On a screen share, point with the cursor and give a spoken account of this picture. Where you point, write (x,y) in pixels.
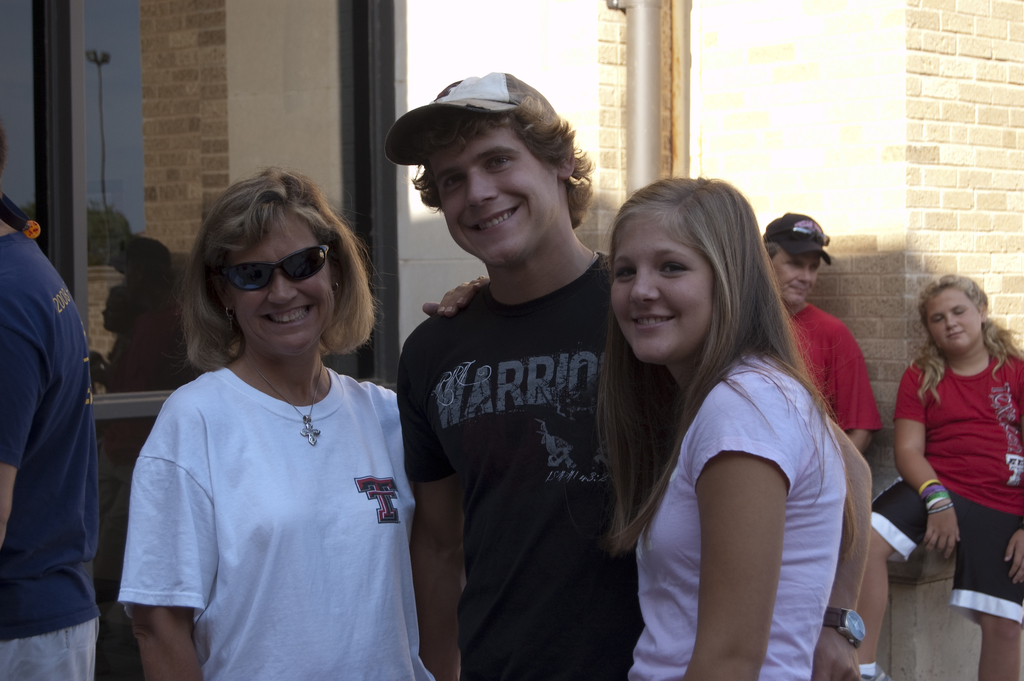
There are people (635,482) standing and we can see wall (466,61) and glass windows (149,111), through this glass window (149,117) we can see trees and sky (106,178).
